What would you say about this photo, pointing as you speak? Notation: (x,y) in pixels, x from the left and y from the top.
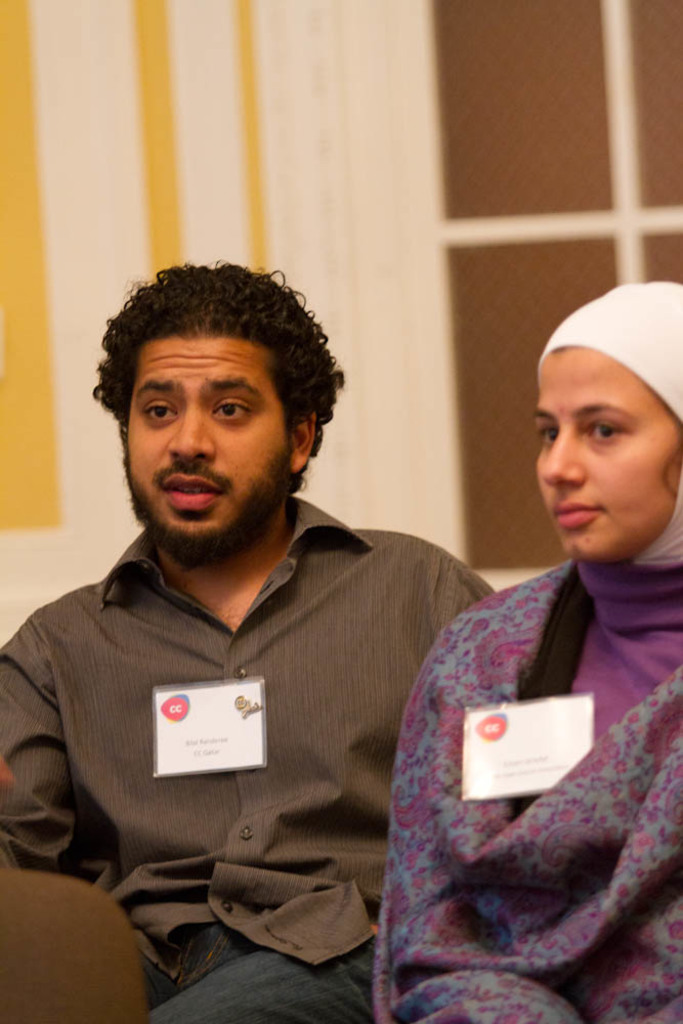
In this picture we can see a man (323,737) and a woman (575,692) are sitting, we can also see two cards (497,750), in the background (459,360) it looks like a wall (385,143).
